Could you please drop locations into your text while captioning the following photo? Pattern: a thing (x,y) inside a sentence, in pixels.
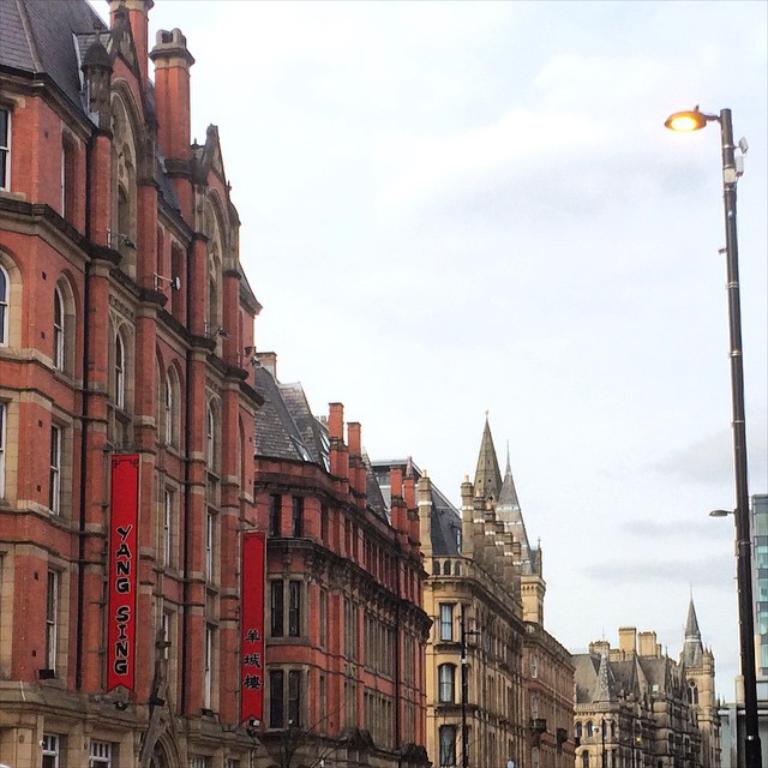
In this image we can see buildings (342,648), street light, sky (460,184) and clouds (431,83).
